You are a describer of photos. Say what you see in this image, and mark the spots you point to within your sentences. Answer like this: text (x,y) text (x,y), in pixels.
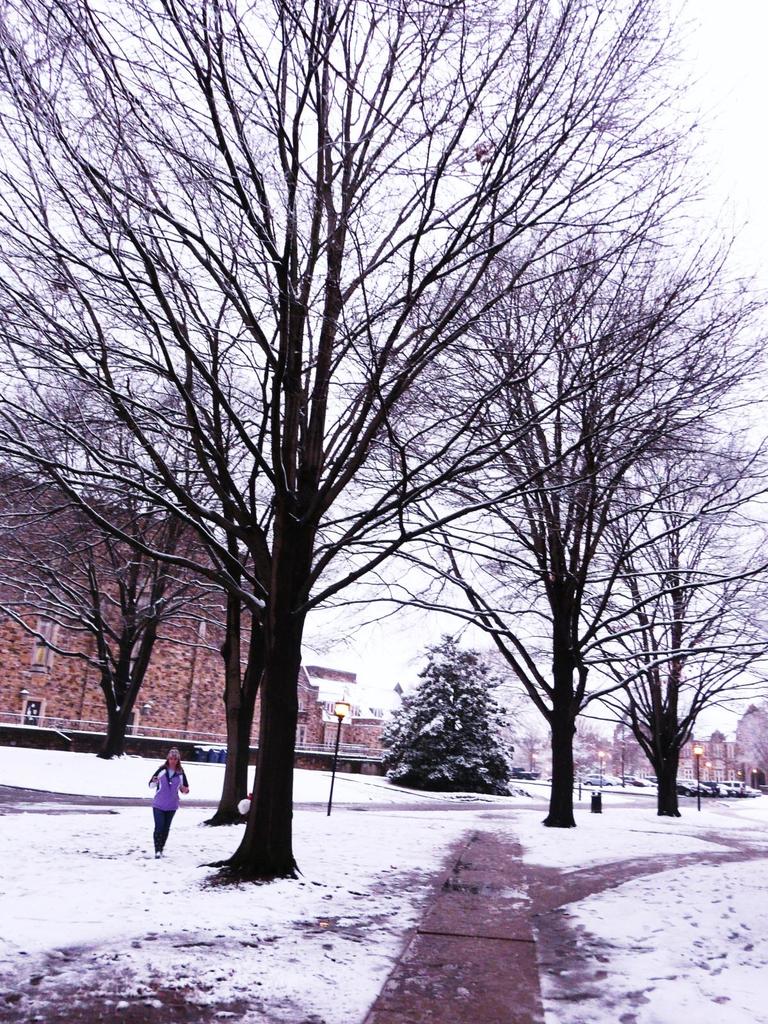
In this image, we can see few trees (359,542), houses (336,726), poles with lights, vehicles (613,782). Here a person (156,826) is standing on the snow (155,872). Background (421,656) there is a sky (541,360).
